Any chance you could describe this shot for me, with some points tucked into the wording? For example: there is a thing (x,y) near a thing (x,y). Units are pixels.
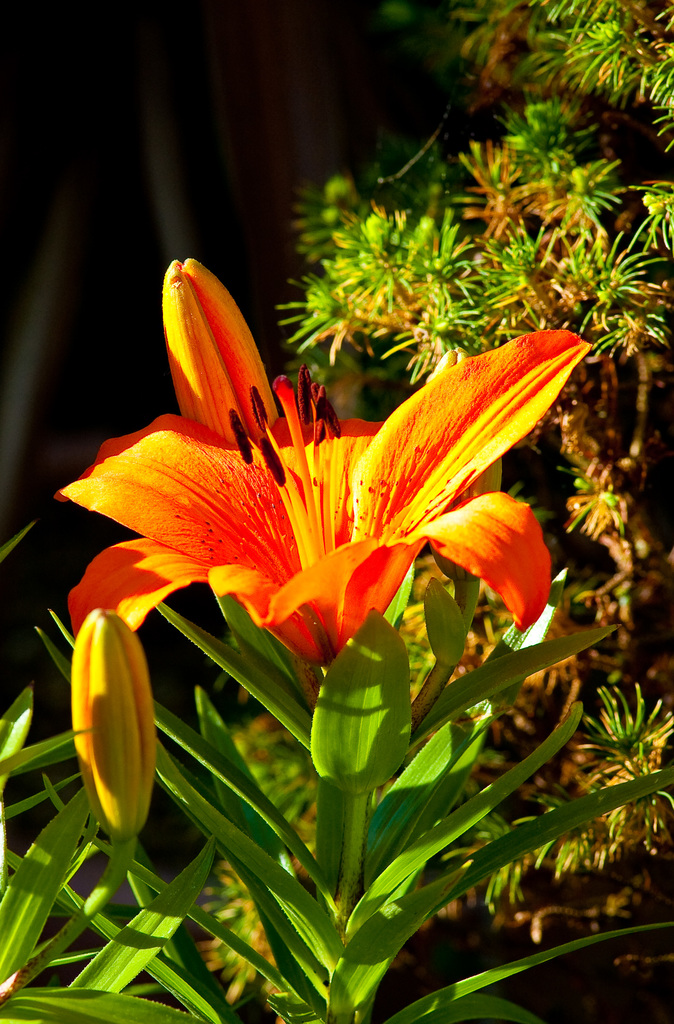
In the image we can see there is a flower (334,522) and there are buds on the plant (480,680). Behind there are other plants (591,231) and background of the image (340,76) is dark.
